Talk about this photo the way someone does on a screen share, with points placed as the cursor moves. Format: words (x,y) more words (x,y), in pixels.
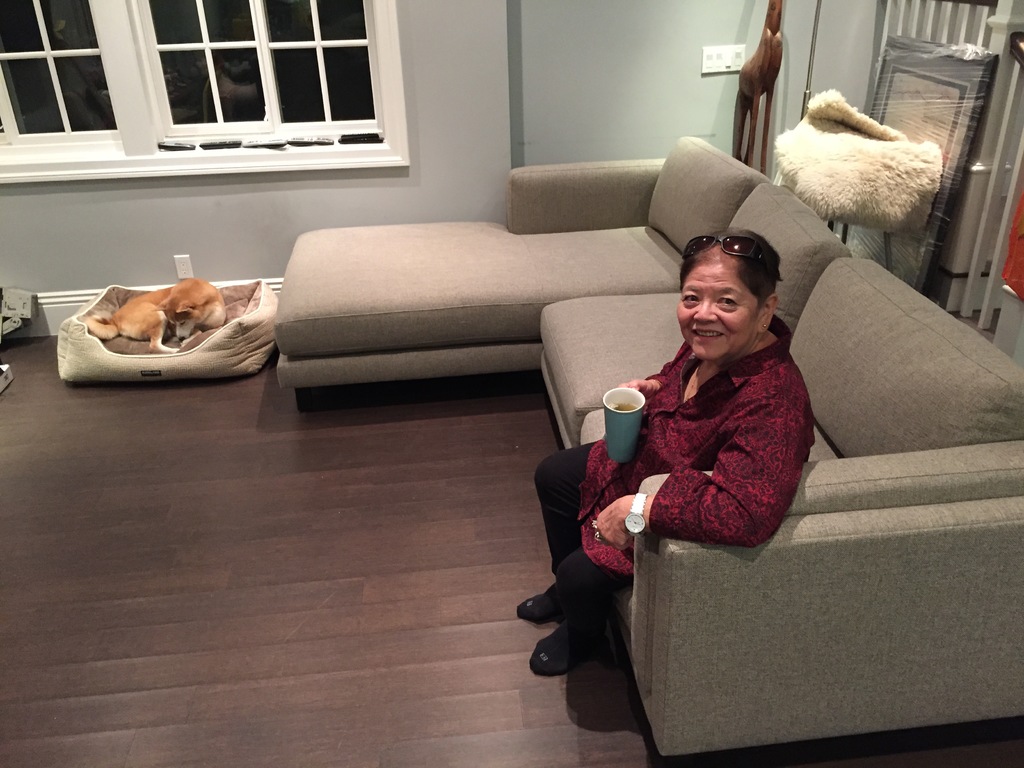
In the image in the center (665,452) we can see one lady (736,469) sitting on the couch (650,481) and she is holding coffee cup (623,430). And she is smiling which we can see on her face (734,335). And on the left (191,361) we can see dog (136,338) sleeping on bed (85,356). And coming to the background (530,59) we can see the wall (479,88), window (331,98) and some objects (716,59) around her.
